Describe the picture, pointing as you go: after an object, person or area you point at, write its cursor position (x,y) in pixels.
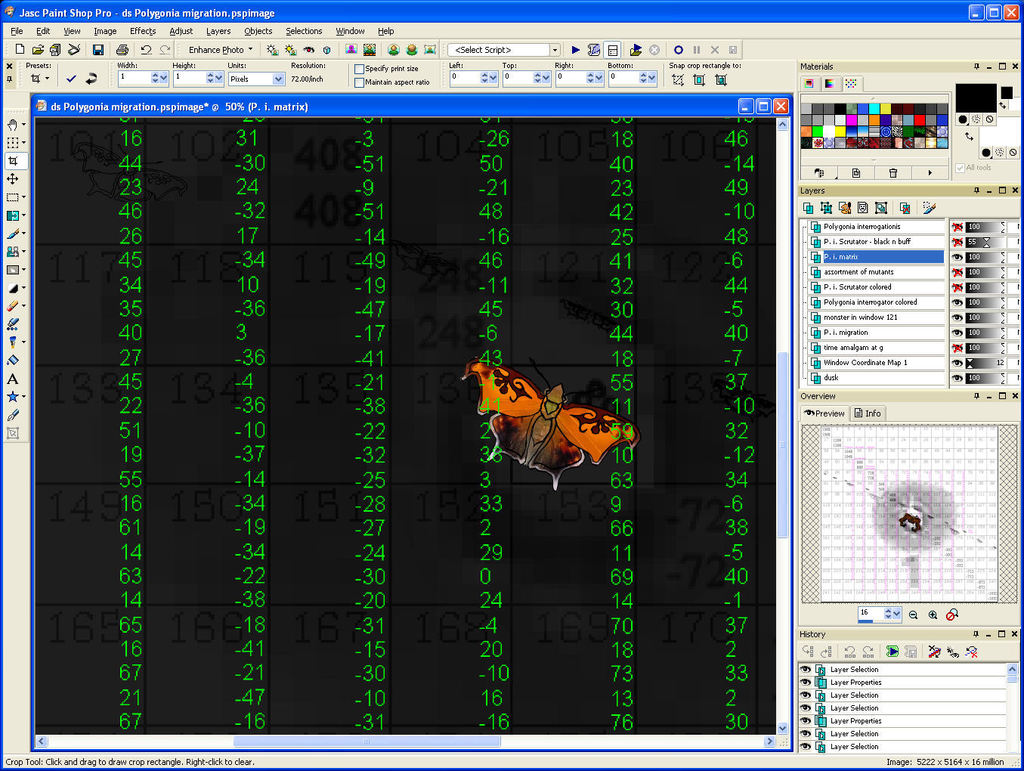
In this image we can see a computer's page (292,31) with some numbers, a butterfly (574,452) and some text (242,45).
